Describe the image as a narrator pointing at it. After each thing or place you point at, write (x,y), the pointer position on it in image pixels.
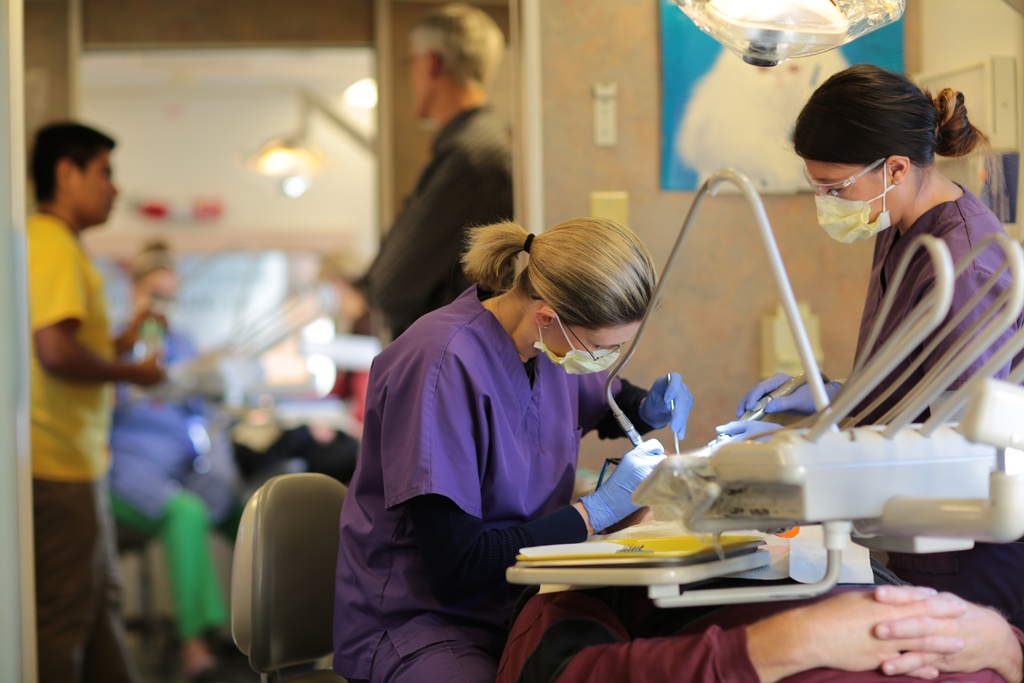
In this image we can see a few people (462,323) a person (465,264) is sitting on a chair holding some object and a person (709,629) is lying and there is a white color object (820,420), a light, a poster (681,112) attached to the wall (641,31) with some blurry background (178,211).
